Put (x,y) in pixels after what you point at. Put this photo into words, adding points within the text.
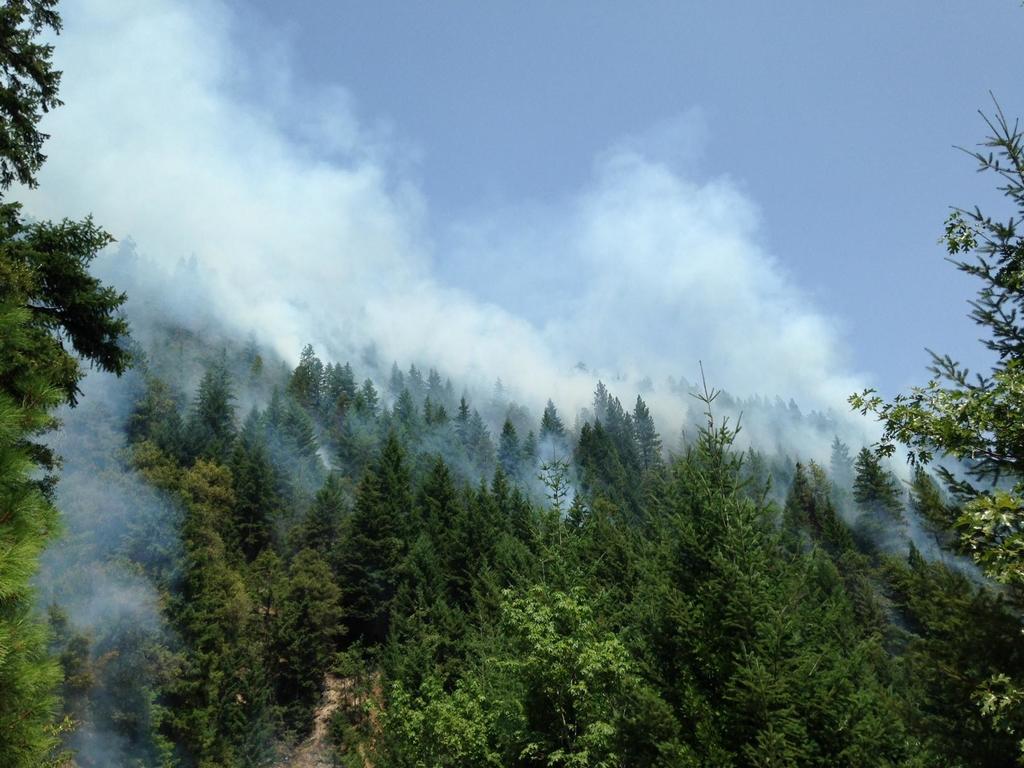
In the image we can see there are many trees (855,623) around. Here we can see smoke (331,228) and a pale blue sky (864,137).
